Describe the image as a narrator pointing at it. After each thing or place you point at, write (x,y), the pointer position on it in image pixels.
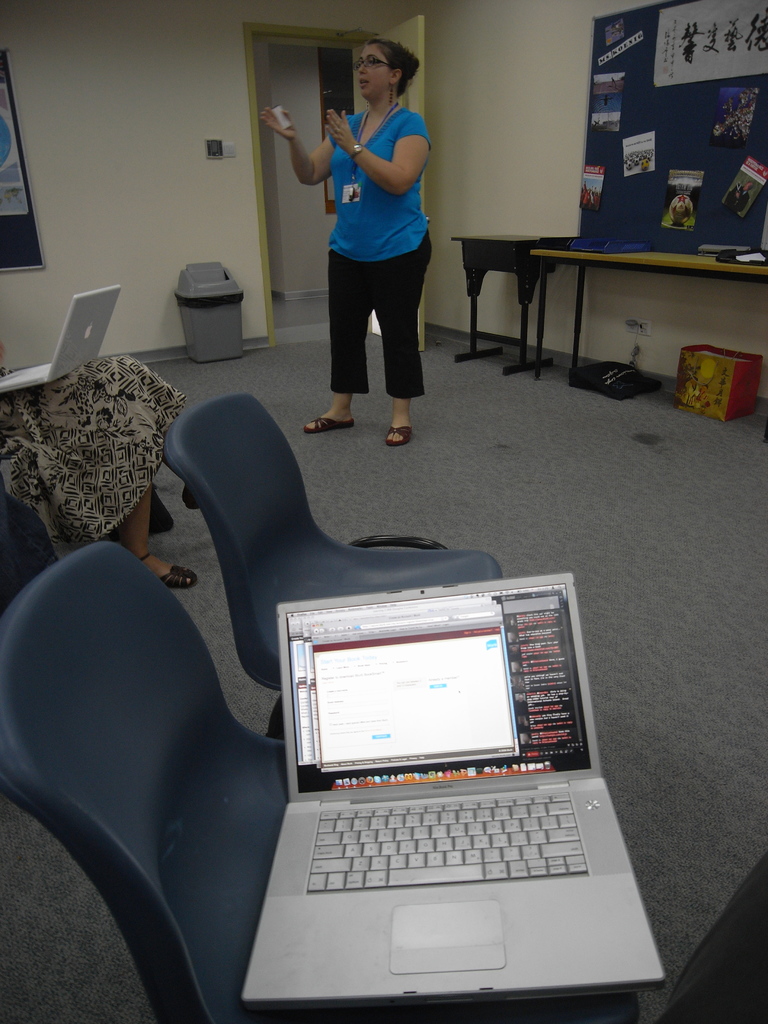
in this picture we see a room (578,411) and a notice board (656,6) and a person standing and two chairs (49,746) on the chair (547,1015) we can see a laptop (544,583) and on the other chair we can see a woman (140,429) seated and a laptop (111,289) on her lap (45,407).
